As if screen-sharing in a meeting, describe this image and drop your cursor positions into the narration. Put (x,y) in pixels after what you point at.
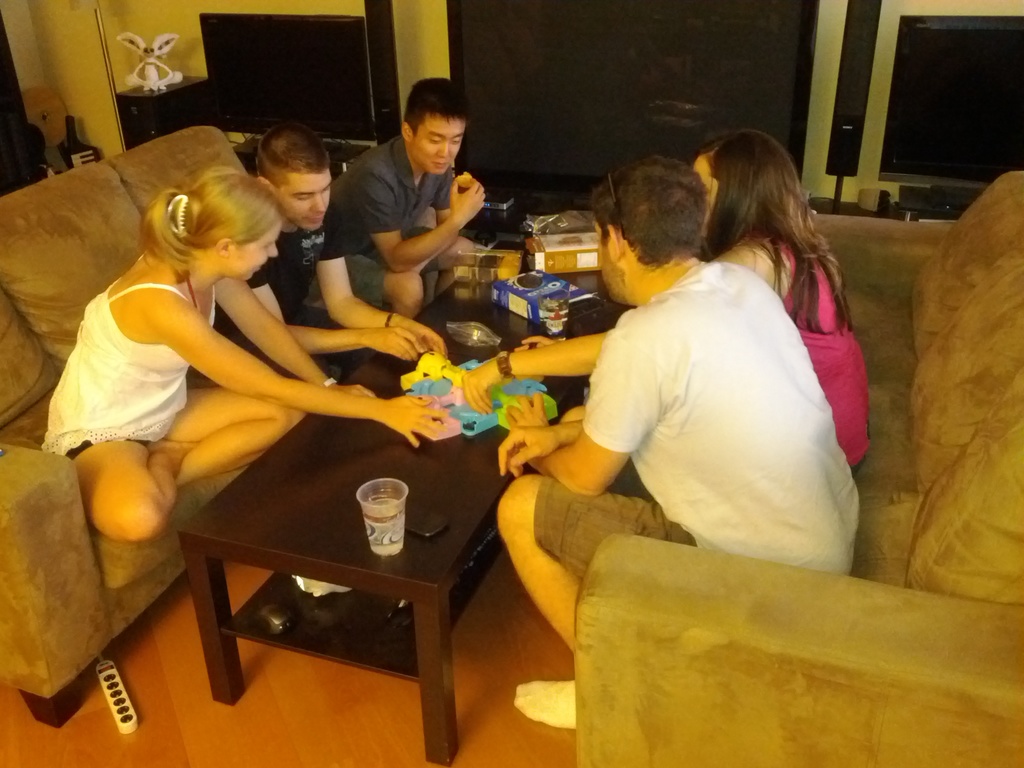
There are five members (767,489) sitting in the sofas (844,625) around the table (327,494) on which some glass (388,512), toys (457,407) and some boxes (516,296) were placed. There are two women (196,319) and three men (613,245) in this group (726,451). In the background (692,107) there is a television (600,51) and speakers (847,110).
